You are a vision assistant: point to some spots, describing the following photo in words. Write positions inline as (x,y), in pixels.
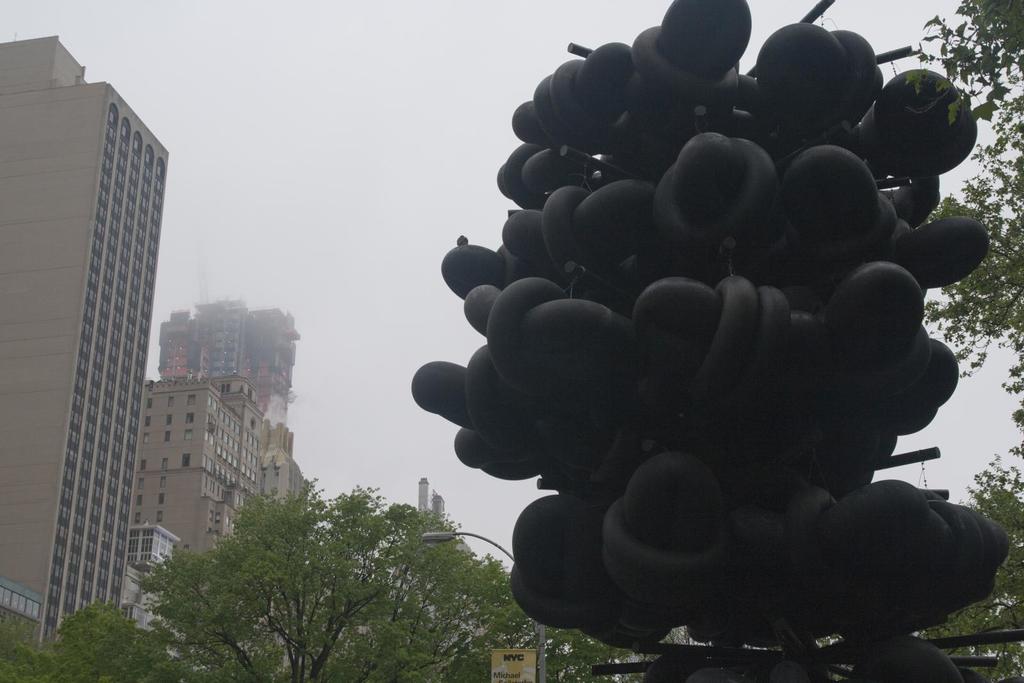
In this picture we can see the black color structure (688,527) in the front (706,612). Behind there are some trees (345,562) and brown color building (195,422) with many windows (87,454). On the top (205,103) there is a sky (406,434).
